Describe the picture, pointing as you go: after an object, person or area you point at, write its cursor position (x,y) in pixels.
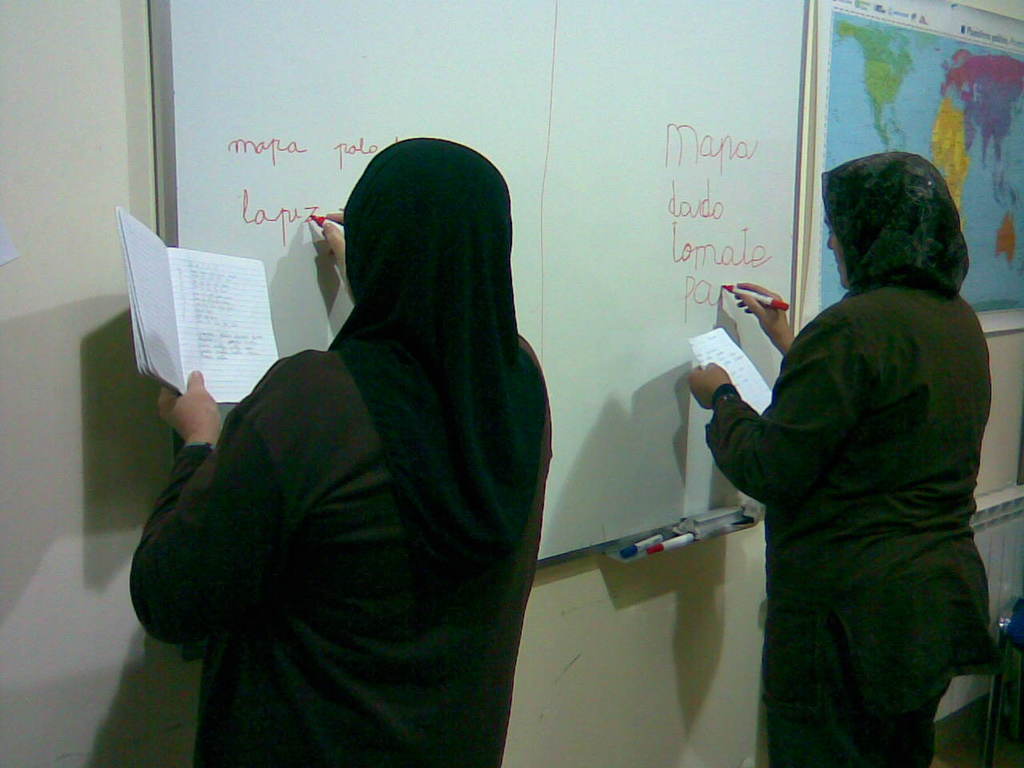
In this image, we can see two people (153,624) are writing some information with marker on the whiteboard (629,354) and holding some objects (193,348). Here there is a wall (77,181), map (961,144), few things (1010,541).
